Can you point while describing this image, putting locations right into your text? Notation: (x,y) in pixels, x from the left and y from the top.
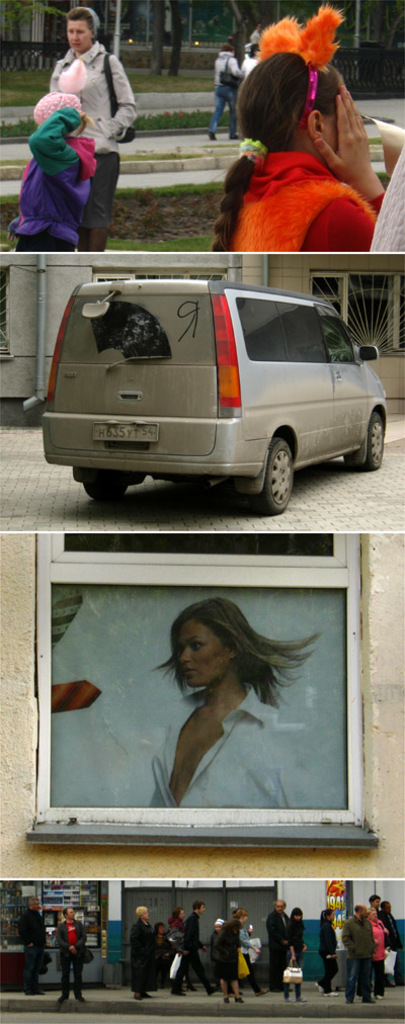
In the image in the center (234,539), we can see one vehicle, building (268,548), wall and photo frame (188,656). On the top of the image (262,137) we can see a few people (235,244) are standing. At the bottom of the image (211,965), there is a building (125,986) and few people (69,923) are walking.
